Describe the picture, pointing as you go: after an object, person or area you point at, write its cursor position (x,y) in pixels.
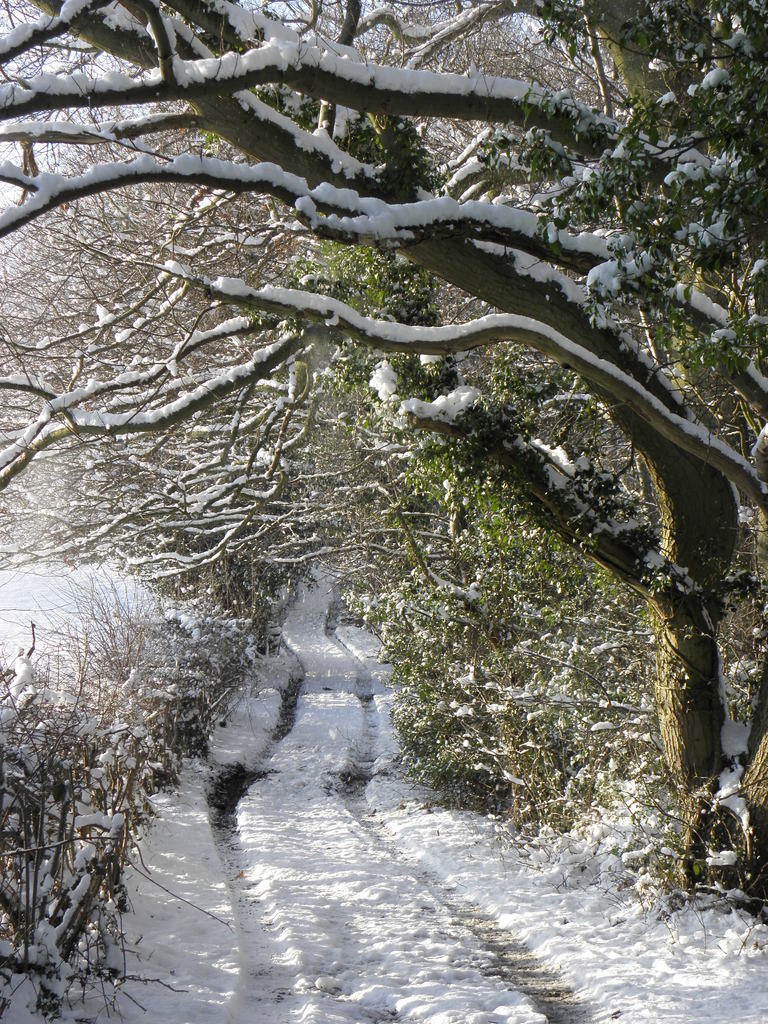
In this picture, there are trees (172,341) covered with the snow (196,430). In the center (319,649), there is a land (342,726) covered with the snow (342,766).
